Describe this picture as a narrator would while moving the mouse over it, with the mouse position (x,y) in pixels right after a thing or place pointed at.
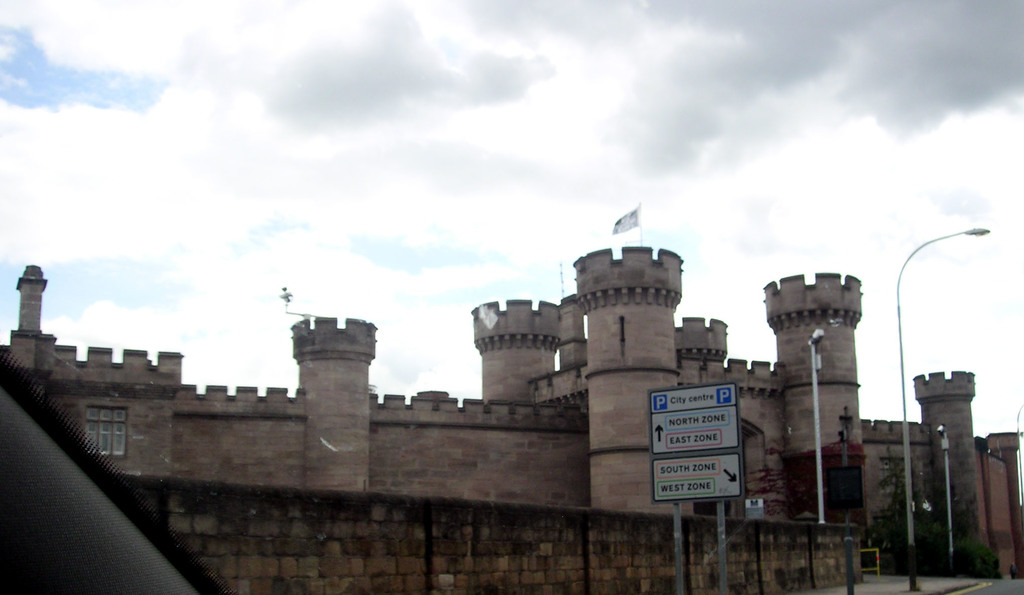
In this picture I can observe a monument (597,438). There is a board (682,454) fixed to the poles (677,554) on the right side (683,446). I can observe a flag (632,213) on the top of the monument (636,298). In the background (460,129) there are some clouds (282,132) in the sky (514,142).
